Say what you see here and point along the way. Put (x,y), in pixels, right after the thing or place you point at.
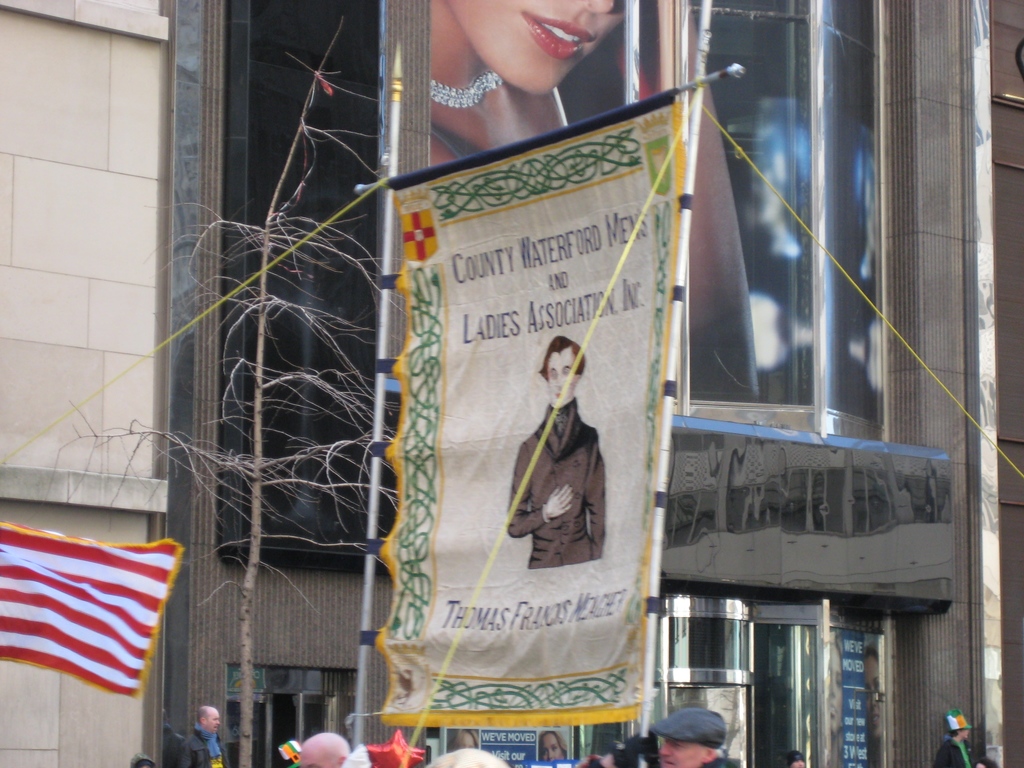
In this image we can see there is a poster (450,325) of a man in the middle (582,302) and at the bottom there are some people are there,
